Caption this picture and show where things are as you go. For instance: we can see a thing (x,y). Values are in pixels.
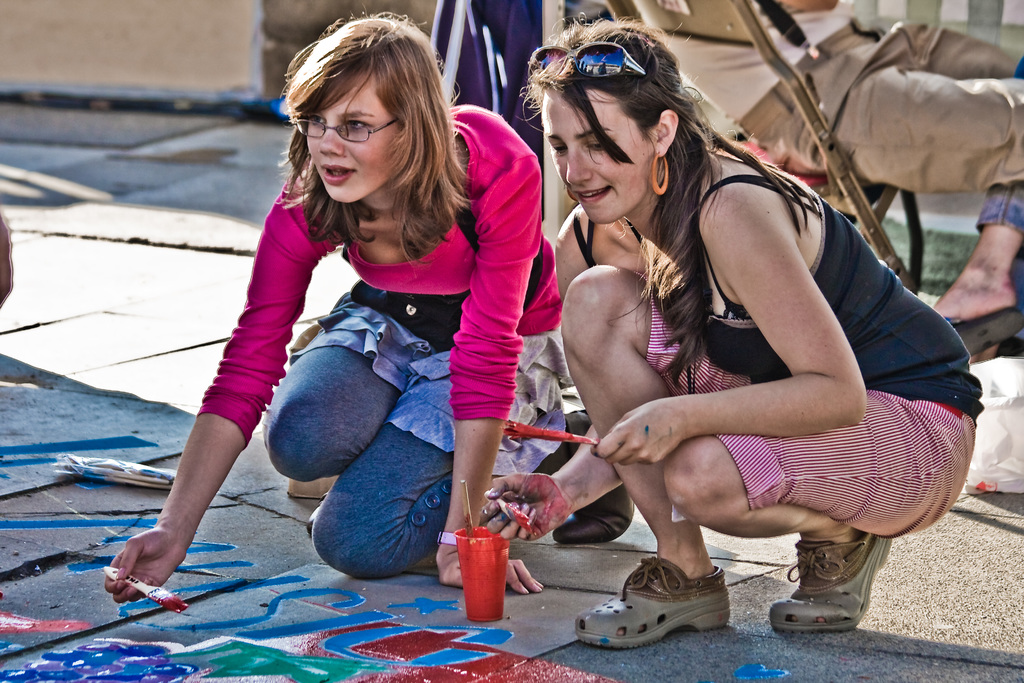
In the center of the image (535,265) two ladies (494,268) are sitting on their knees (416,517) and holding brush (511,435) in their hands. In the background of the image (211,135) we can see some persons (887,118), road (159,228), plastic cover (990,452) are there. At the top of the image (237,35) wall (262,32) is there. At the bottom of the image (389,642) some painting (419,639) is there.
